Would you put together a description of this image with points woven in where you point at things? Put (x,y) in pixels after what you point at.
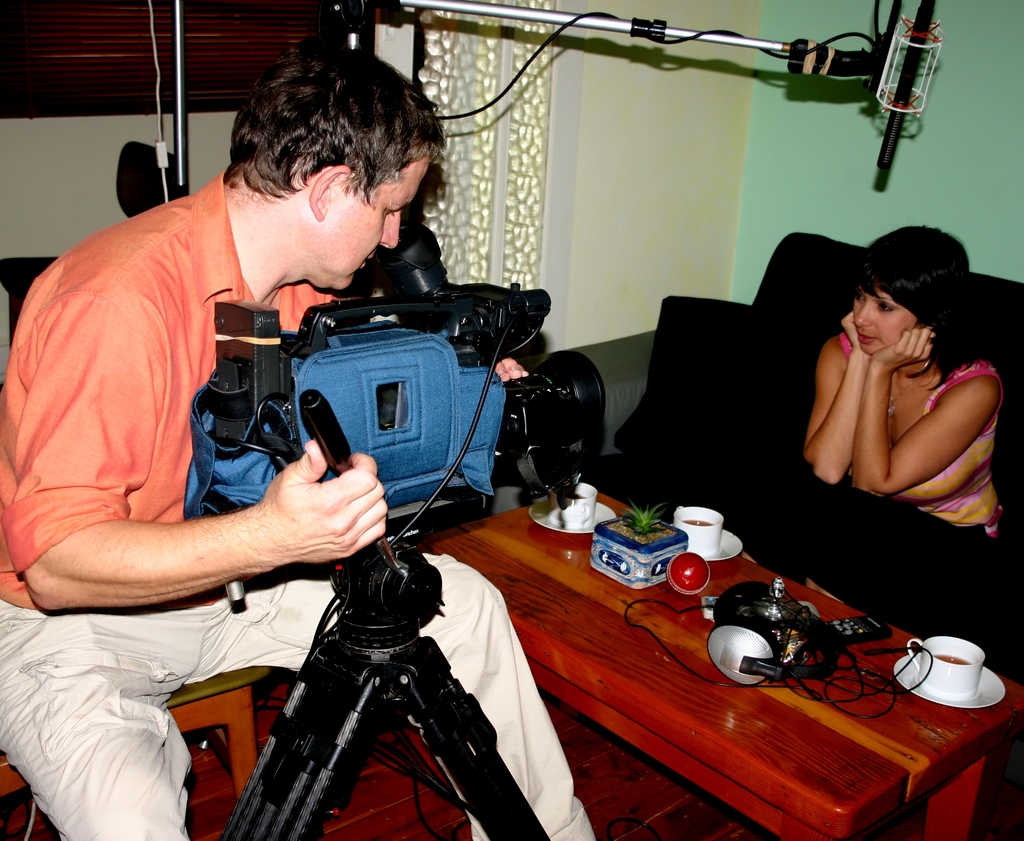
This person (240,560) sitting on the chair (186,700) and holding camera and this person (946,571) sitting on the sofa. We can see cups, saucer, ball (673,580), headset (741,603) on the table (717,718). On the background (784,201) we can see wall (770,187), window (463,90), stand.
